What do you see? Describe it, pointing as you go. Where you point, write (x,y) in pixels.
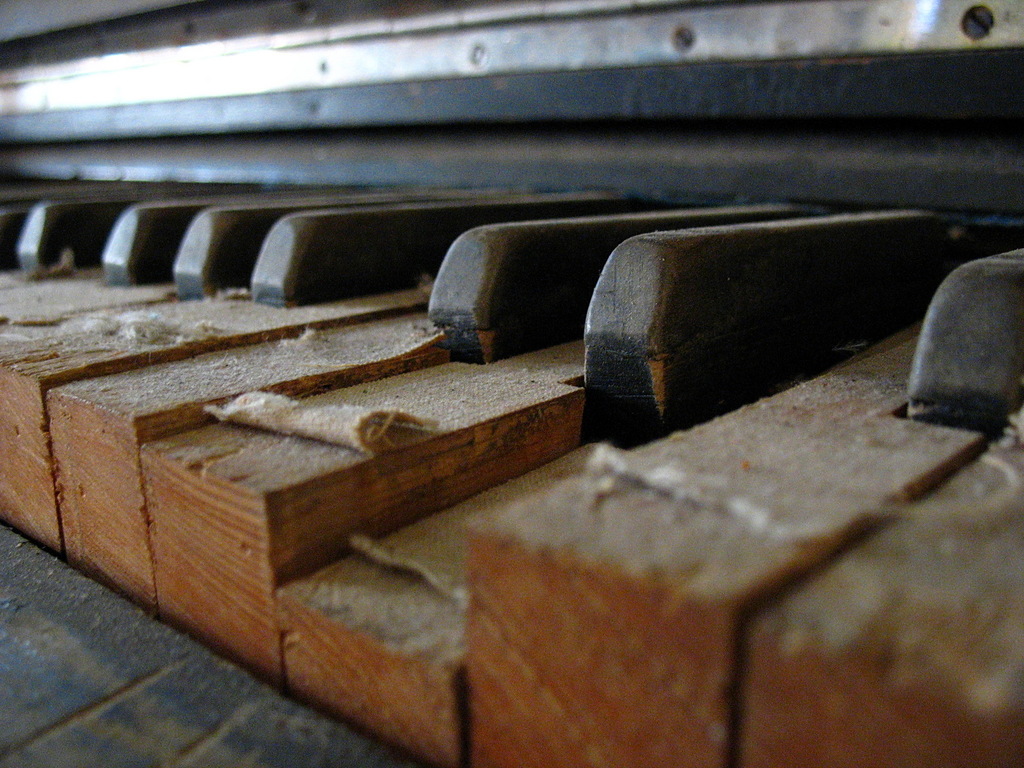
In this image i can see a wooden piano keys (423,371).
